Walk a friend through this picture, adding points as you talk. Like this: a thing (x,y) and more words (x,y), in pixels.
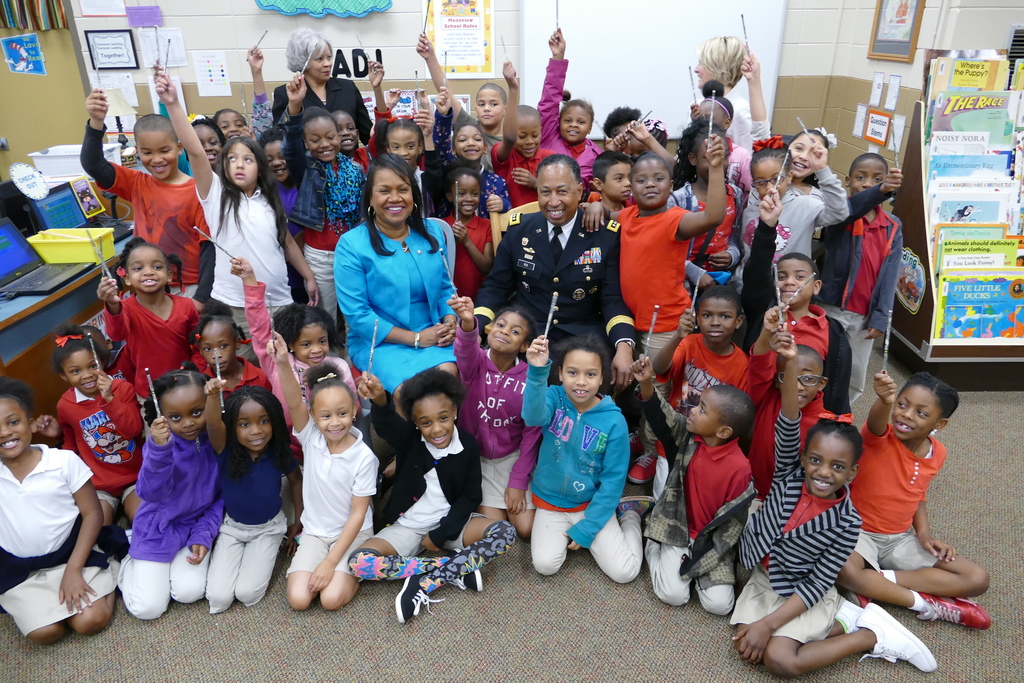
Here we can see people (388,174) and children (330,145). Beside these people (624,290) there is a rack (952,284) and table (70,311). In this rack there are books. On this table (78,282) there are laptops (60,269) and containers (73,242). Pictures (134,46) and posters (115,51) are on the wall (889,69).
